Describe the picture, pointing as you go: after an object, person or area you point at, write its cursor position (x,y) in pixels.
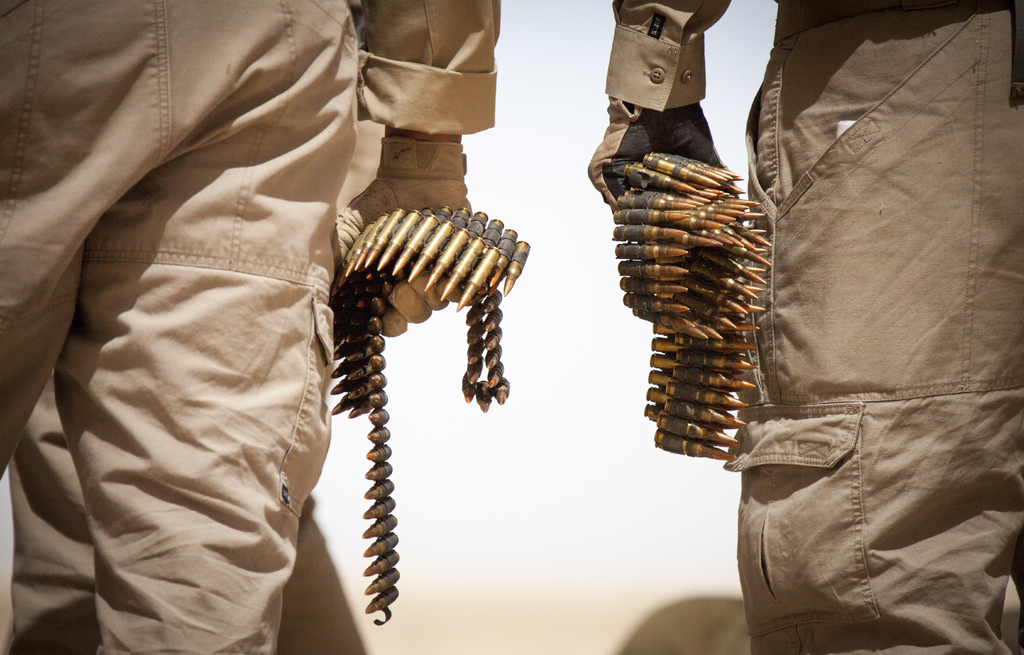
In this image we can see two persons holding a strip of bullets (447,294).
